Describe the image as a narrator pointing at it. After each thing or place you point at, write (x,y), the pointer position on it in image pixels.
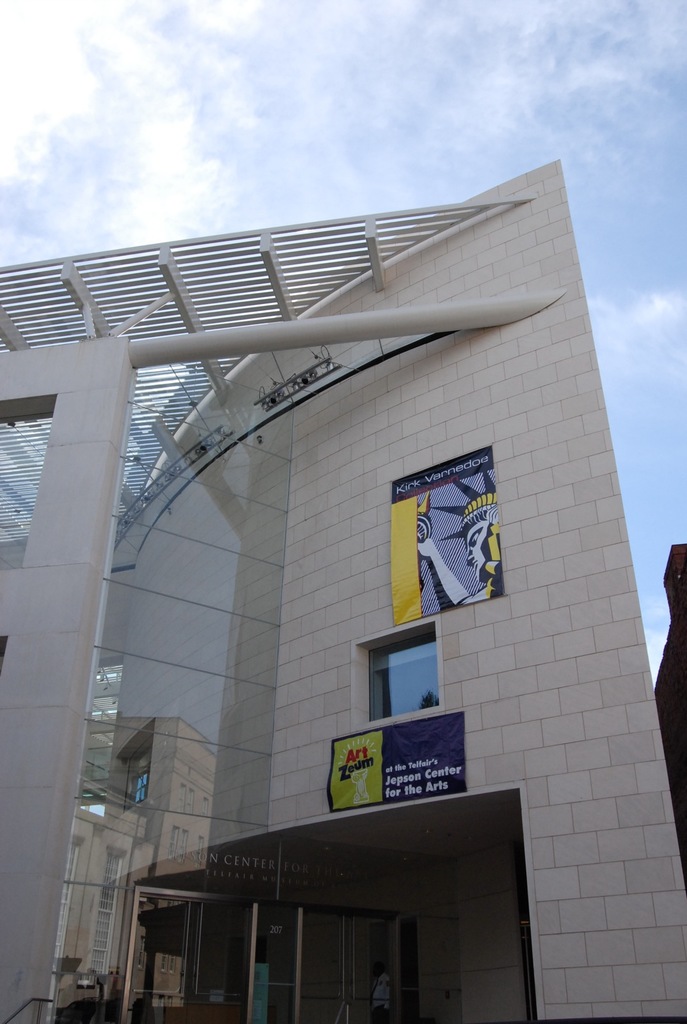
In this image I can see few buildings (254,759) and in the front (360,804) I can see two boards (395,624) on one building's wall (422,626). I can also see something is written on these boards (404,553). In the background (506,131) I can see clouds (635,299) and the sky (221,195).
